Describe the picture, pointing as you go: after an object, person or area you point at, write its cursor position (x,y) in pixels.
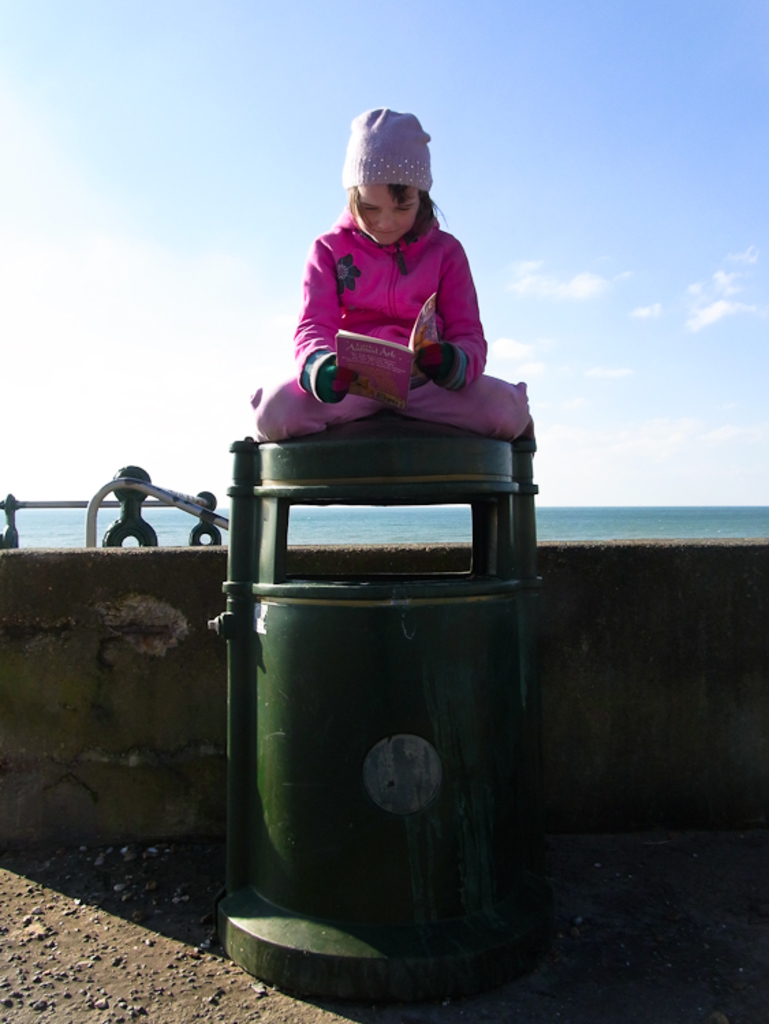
In this picture we can see an object (339,789) on the ground (108,881) with a girl (316,276) sitting on it, holding a book (430,333) with her hands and in the background (41,635) we can see the wall (121,575), water (450,521), some objects (91,521) and the sky (590,62).
